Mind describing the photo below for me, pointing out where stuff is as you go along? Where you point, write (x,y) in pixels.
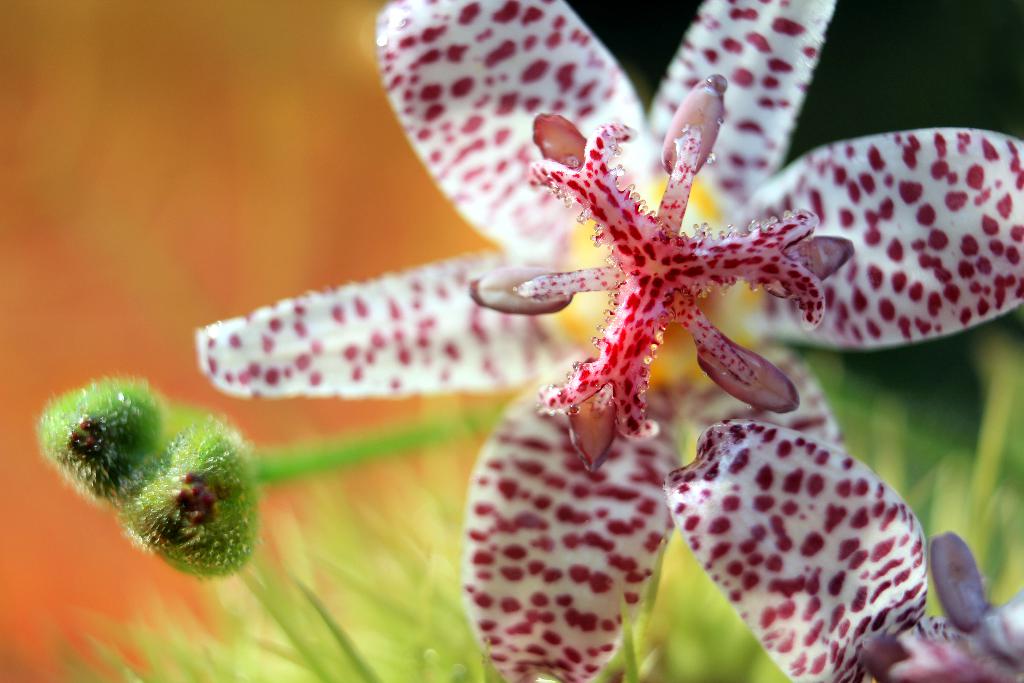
In this image we can see the flowers (917,610) and the buds (220,532). The background of the image (372,583) is blurred.
